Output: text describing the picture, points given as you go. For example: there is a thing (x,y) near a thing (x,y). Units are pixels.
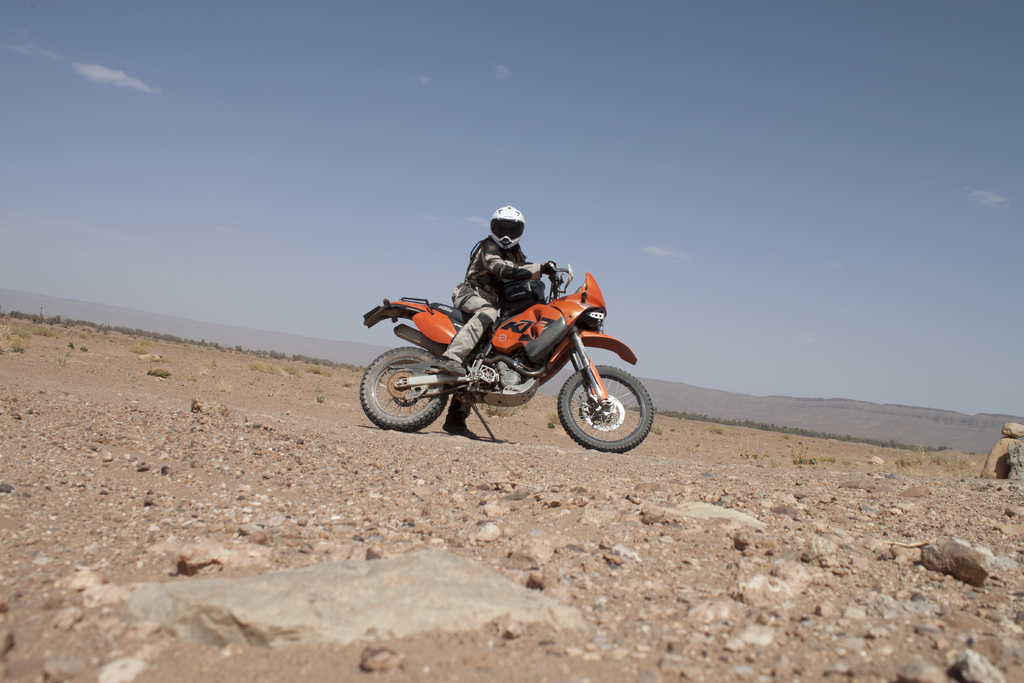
In this image in the front (498,527) there are stones (544,586) on the ground (420,552). In the center (493,357) there is a man (457,332) sitting on a bike (476,348) which is orange in colour and the sky (582,159) is cloudy.
